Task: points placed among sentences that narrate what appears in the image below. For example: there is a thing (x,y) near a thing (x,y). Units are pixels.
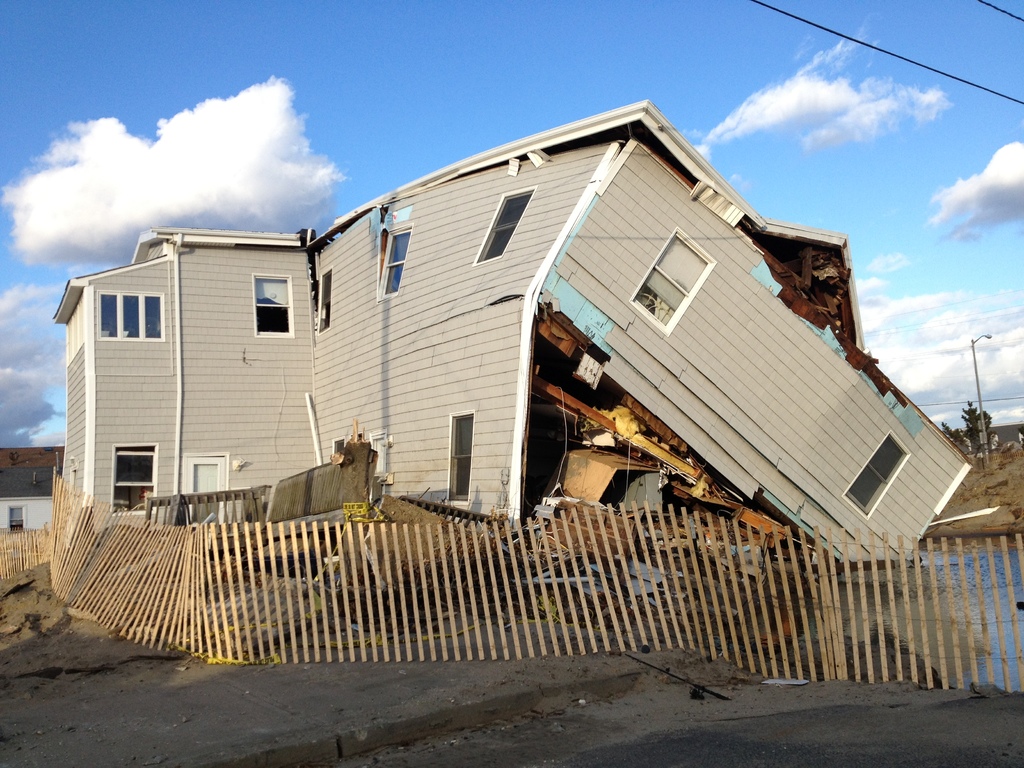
In this image we can see a collapsed building (512,389). At the bottom (496,627) there is a fence (702,596). In the background (985,413) here are trees (969,436), wires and a pole (975,369). At the top (13,128) there is sky (786,115).
